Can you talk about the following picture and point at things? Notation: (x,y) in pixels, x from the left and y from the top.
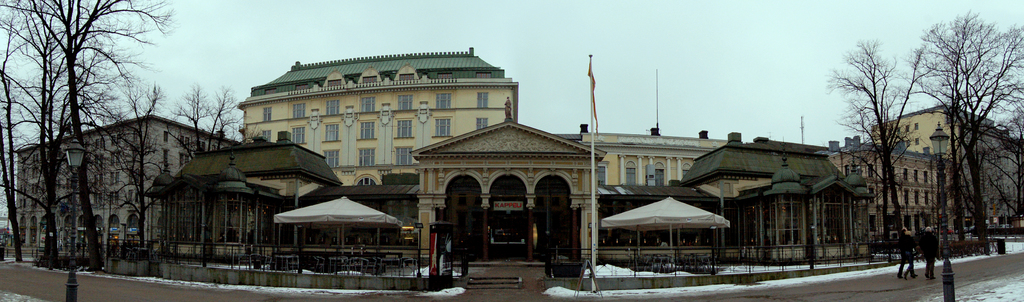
In this image I can see buildings (591,194), trees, people (908,239) on the road (865,286) and a flag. In the background (541,37) I can see the sky (622,25). I can also see street lights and snow (676,294).
